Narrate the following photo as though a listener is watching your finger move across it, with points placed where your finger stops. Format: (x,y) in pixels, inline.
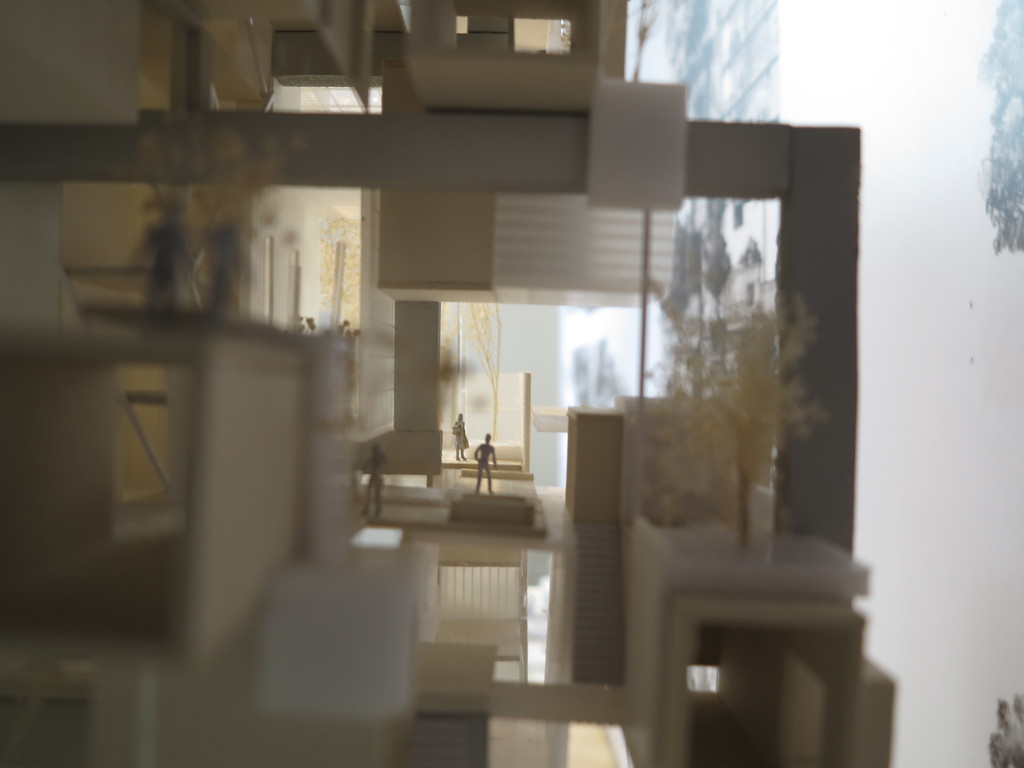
In this picture we can see a miniature of a building (423,487), we can see two plants (671,457) in the front (684,488), in the background (479,468) there are three persons (484,490) standing, on the right side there are stairs (597,621).
